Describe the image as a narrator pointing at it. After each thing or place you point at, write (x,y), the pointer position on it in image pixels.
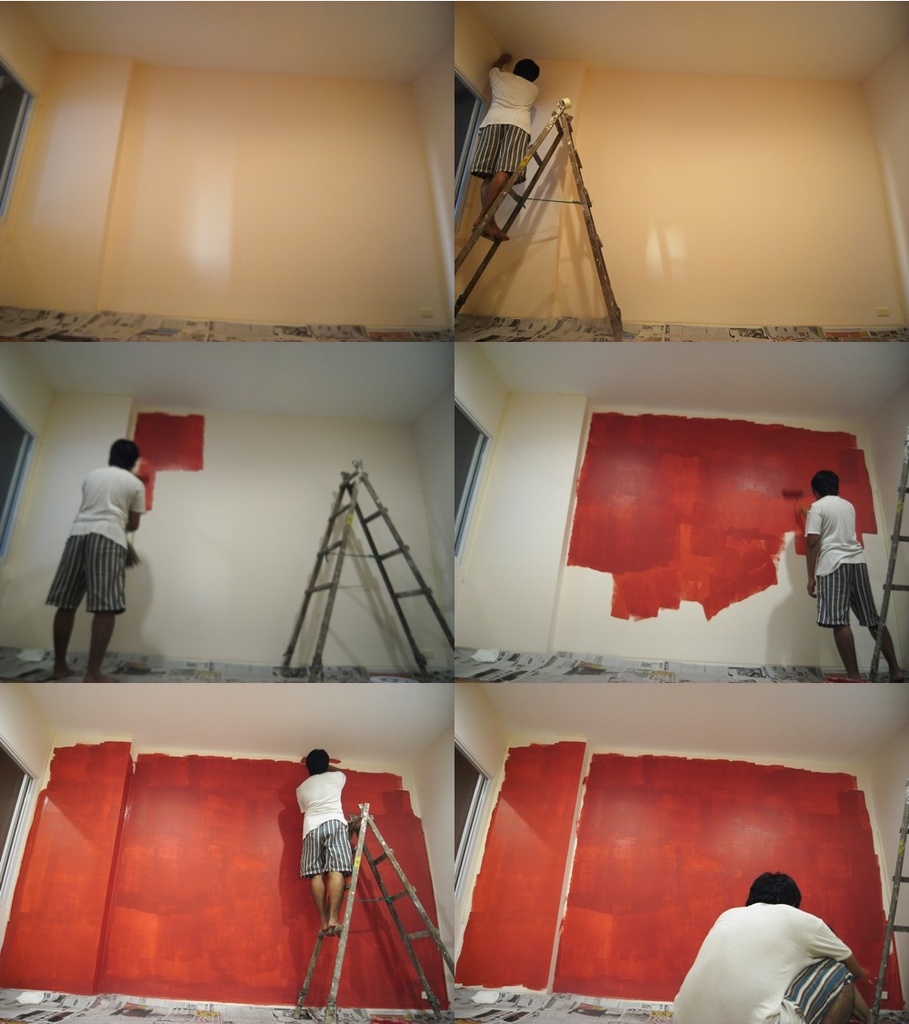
This is the collage image. We can see a person (117,600), a ladder (359,475), the wall (396,518) and the roof (513,364). We can see the ground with some objects (544,1011).
